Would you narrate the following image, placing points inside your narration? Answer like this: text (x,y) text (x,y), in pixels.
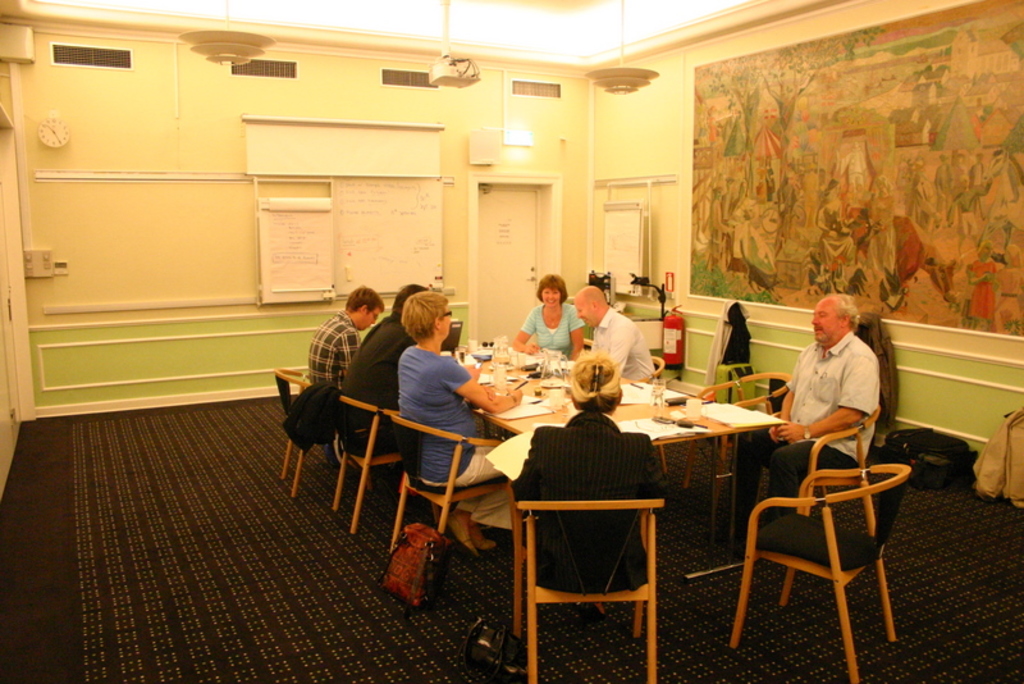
This picture is clicked inside the room (25,530). Here, we see seven people (339,340) sitting on either side of the table (725,477). On table (721,427), we see glass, paper (736,423), mobile phone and jar (499,362). Beside them, we see a yellow wall (585,114) on which white board (388,264) is placed and beside that, we see a white door (526,204) and on right corner of picture (893,103), we see colorful poster (800,153).
